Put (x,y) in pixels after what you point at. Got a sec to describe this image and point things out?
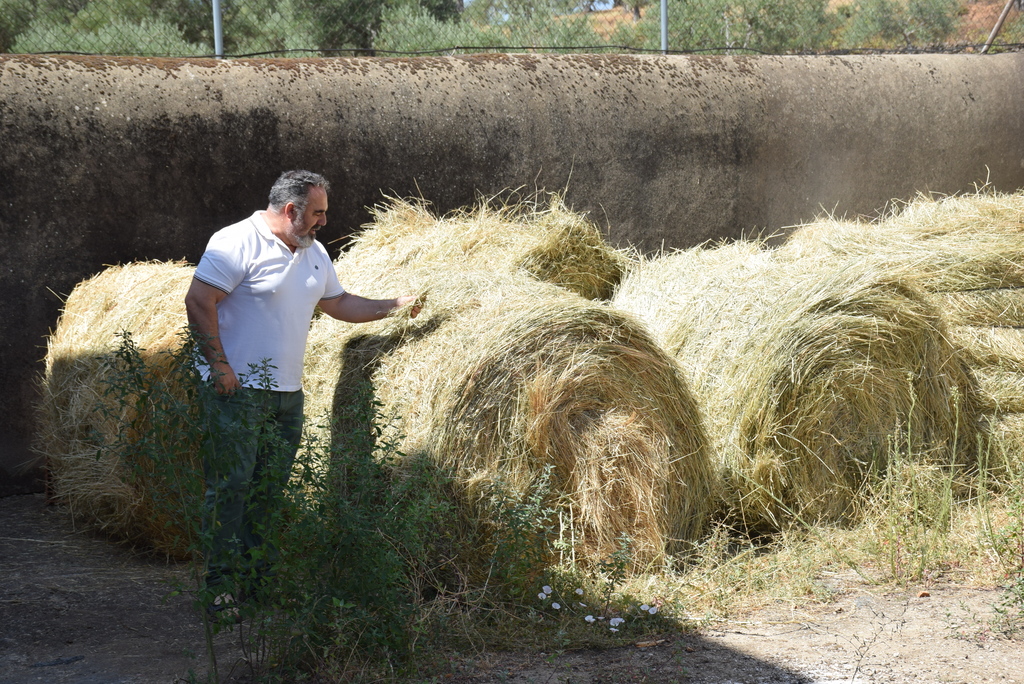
In the picture we can see a man (222,574) standing in a white T-shirt (228,269) and touching the dried grass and near him we can also see the plant (186,380) and in the background (48,94), we can see the wall (337,147) with a fencing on it and from the fencing (470,47) we can see some plants (876,12).
